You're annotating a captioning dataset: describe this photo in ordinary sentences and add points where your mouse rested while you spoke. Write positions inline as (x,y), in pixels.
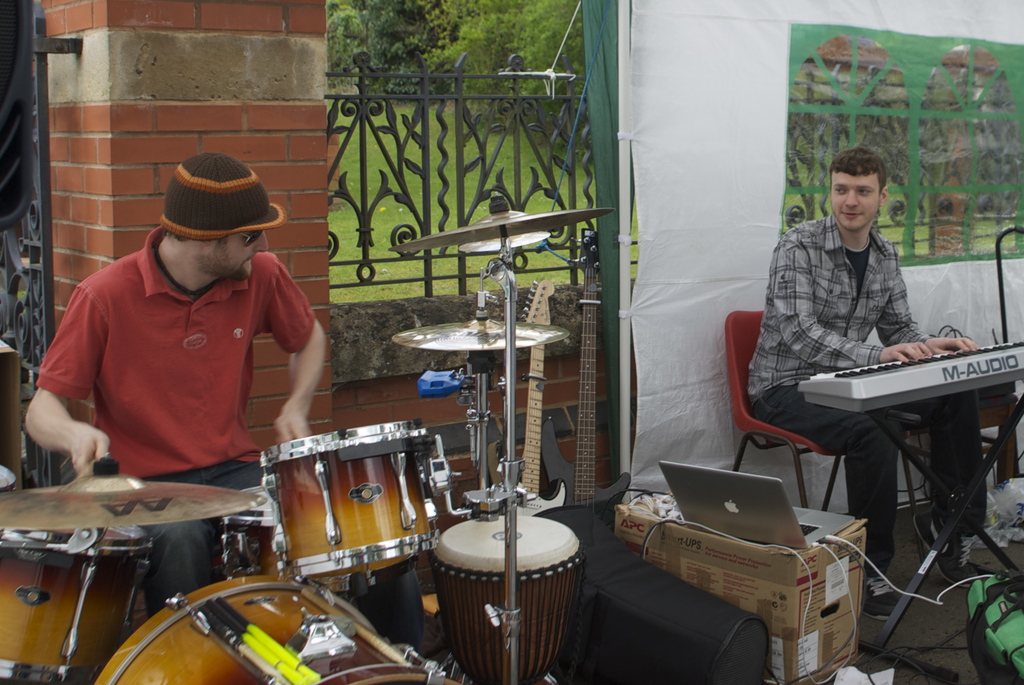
In the image we can see there are people (790,341) who are sitting on chair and they are playing drums (483,531) and casio (830,399) and on the cardboard box (801,555) there is a laptop (790,542).
